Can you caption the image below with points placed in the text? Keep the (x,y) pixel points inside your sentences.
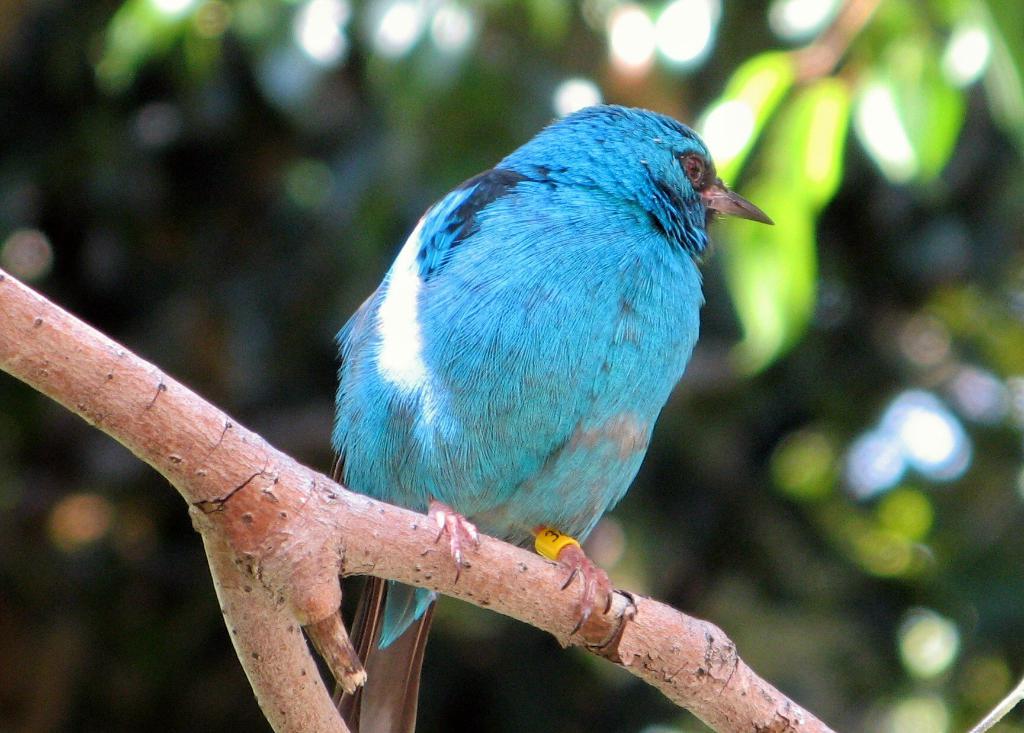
In this image we can see a bird (563,439) on the branch (402,581) of a tree (688,666).
